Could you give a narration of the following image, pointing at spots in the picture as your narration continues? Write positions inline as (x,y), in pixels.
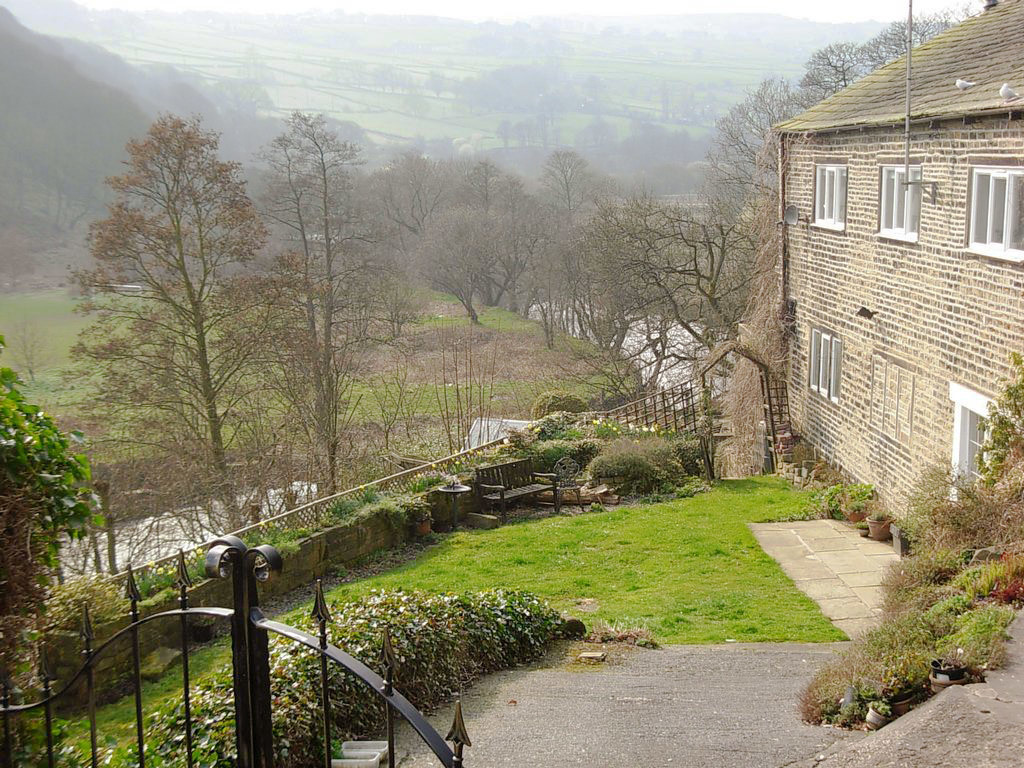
In the background (762,6) we can see the sky (959,14) and its blur. In this picture we can see the trees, grass (399,131), railing (668,401), a black gate (321,596). On the right side of the picture (911,206) we can see a building (972,123), windows (1019,182), a pole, pots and the plants (990,515). We can see a bench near to a building (884,474).
